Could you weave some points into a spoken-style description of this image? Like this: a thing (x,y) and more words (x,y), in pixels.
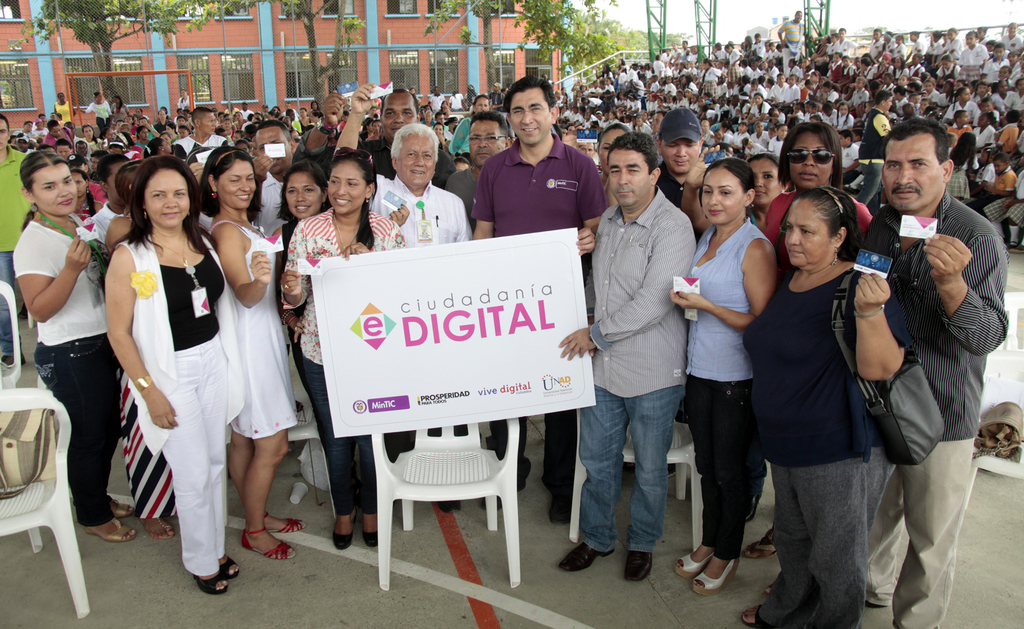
As we can see in the image there are chairs (437,448), banner (460,420), group of people (549,182) here and there, current poles (827,28), trees (574,46) and buildings (272,35).
